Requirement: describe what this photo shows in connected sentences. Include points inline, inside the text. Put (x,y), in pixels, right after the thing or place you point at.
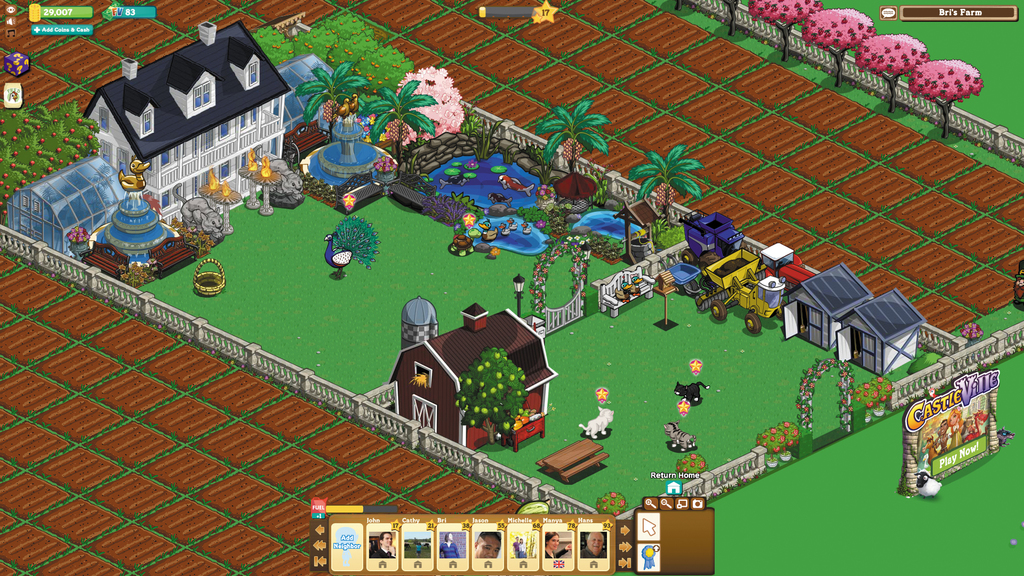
In the foreground of this animated image, we can see houses (430,345), trees (650,168), fishes (504,180) in the water (480,189), fountains (347,148), shed (92,214), peacock (342,229), basket (213,274), grass land (458,283), gate (575,301), light poles (522,293), animals (607,423), bench (598,458) and railing (731,471). We can also see farming fields (59,438) around it and also few buttons (323,542) and images (456,549).
